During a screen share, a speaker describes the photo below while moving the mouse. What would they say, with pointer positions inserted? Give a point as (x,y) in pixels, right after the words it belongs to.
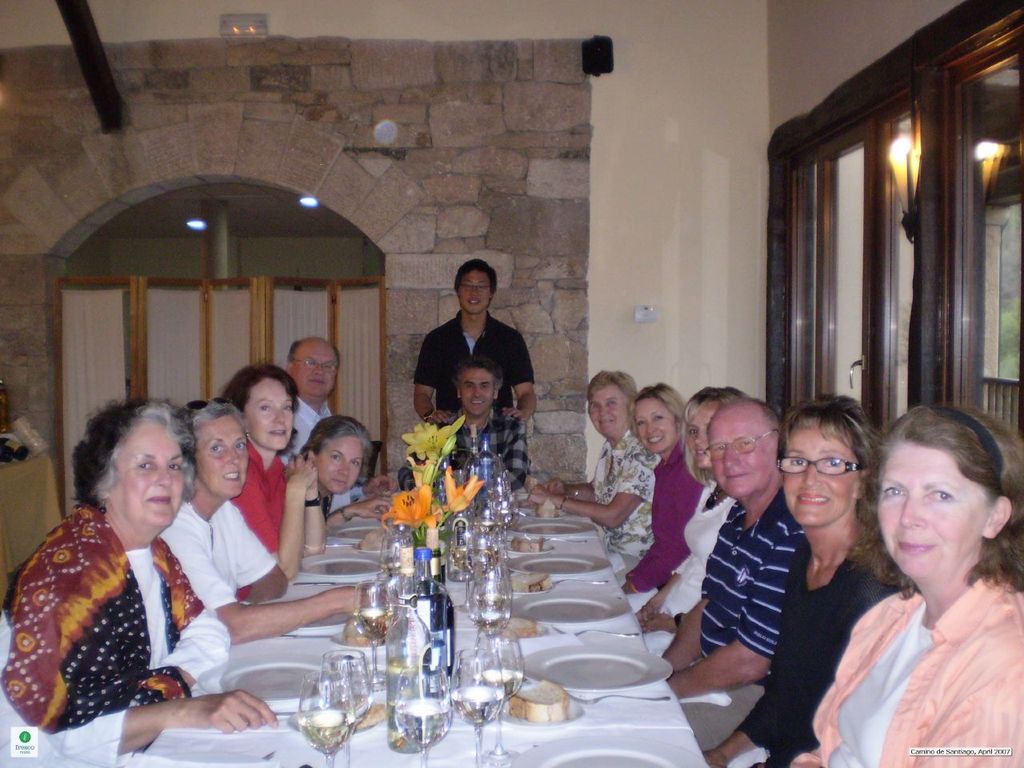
There is a table (277,649) which are covered by a white cloth (324,649) and there are some glasses (469,594) on the table (492,684), And there some people (828,606) sitting around the table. In the background (495,360) there is a man (447,345) who is standing and there is a wall (441,214) made of bricks (142,141) in brown color.
